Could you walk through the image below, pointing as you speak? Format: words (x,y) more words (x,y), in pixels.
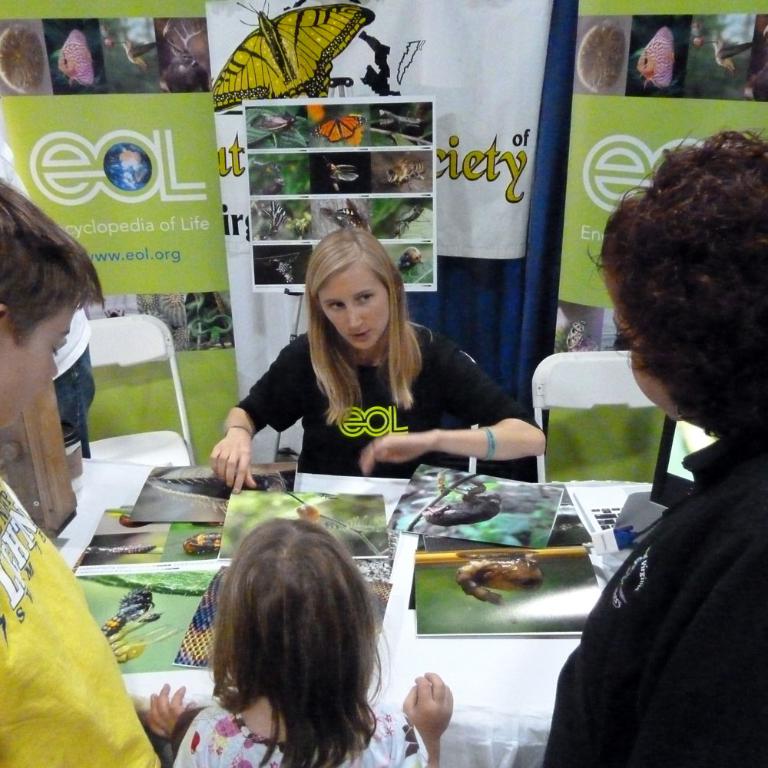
In this image there are people (746,632). In front of them there is a table (339,523). On top of it there are posters (259,515). Behind the table (267,469) there is a person (346,383) sitting on the chair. Beside the person (375,372) there are chairs (181,421). In the background of the image (238,216) there are banners (289,66).
